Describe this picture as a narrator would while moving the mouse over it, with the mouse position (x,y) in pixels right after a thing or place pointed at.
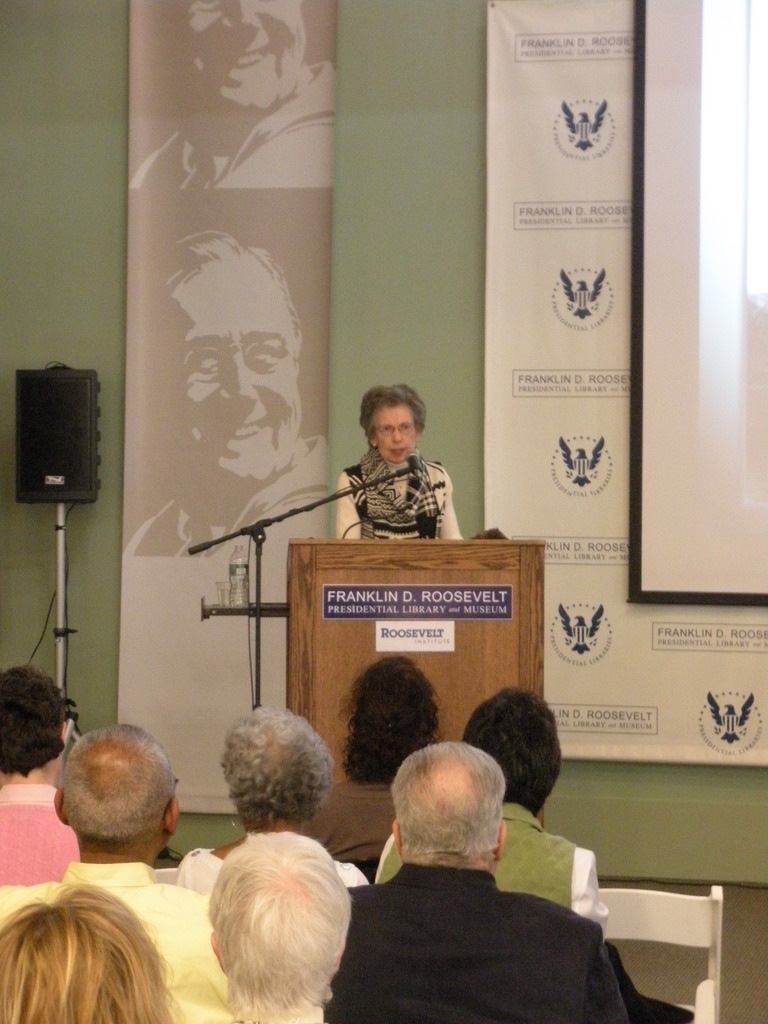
In the center of the image (395,469) we can see a lady (388,421) standing, before her there is a podium (453,569) and we can see a mic (412,469) placed on the stand (259,705). On the left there is a speaker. At the bottom (204,923) there are people (352,909) sitting. In the background (634,199) we can see a screen (635,450) and boards (612,537) placed on the wall (373,291).
